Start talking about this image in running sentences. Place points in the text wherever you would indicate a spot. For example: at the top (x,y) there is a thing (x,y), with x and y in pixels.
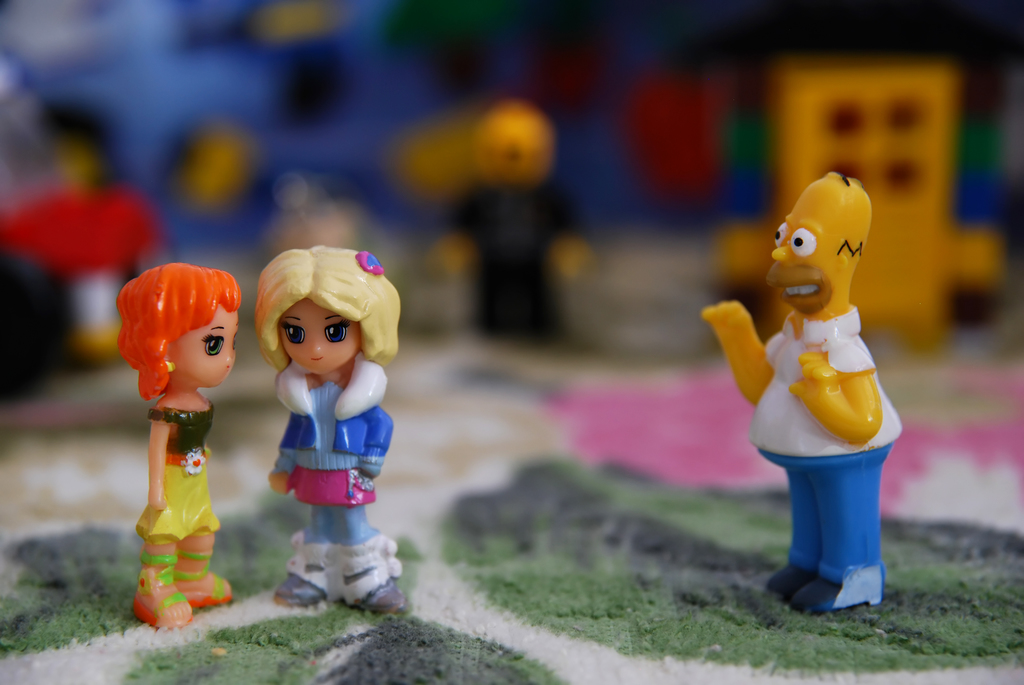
In this image I can see few toys (348,312) out of which two are women toys (321,379) and a man toy (737,359) who is wearing white shirt (793,441), blue pant (823,471) and blue shoe (787,570) are on the ground (528,461). In the background (490,279) I can see few other toys (497,239).
